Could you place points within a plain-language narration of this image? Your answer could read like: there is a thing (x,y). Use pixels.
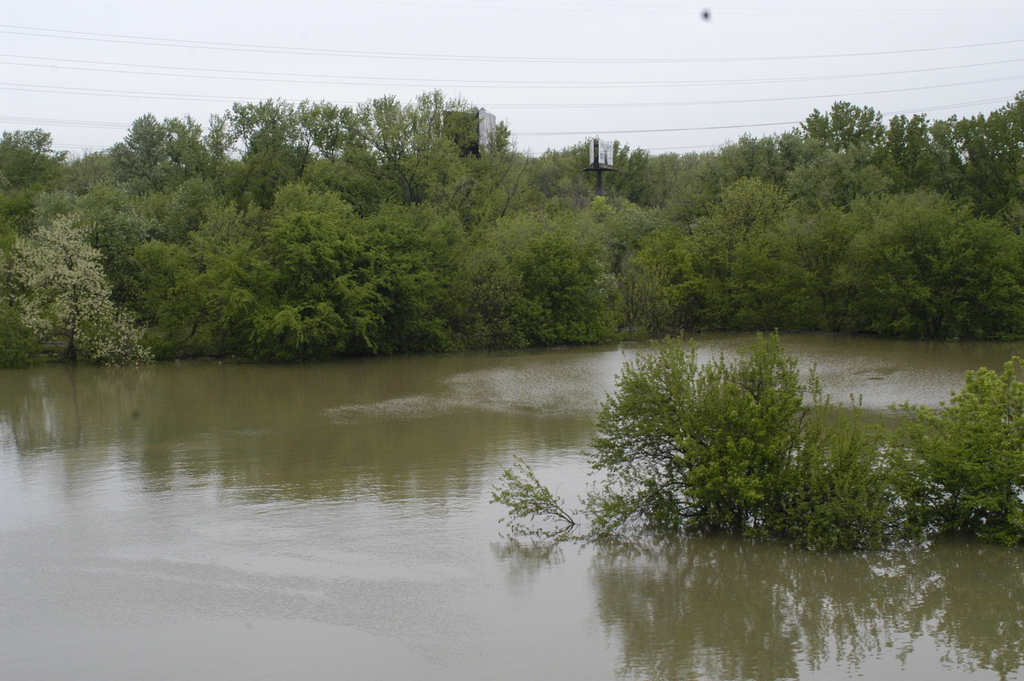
This is the water (322,499), these are the green trees (625,256). At the top (633,49) it is the sky (533,34).
